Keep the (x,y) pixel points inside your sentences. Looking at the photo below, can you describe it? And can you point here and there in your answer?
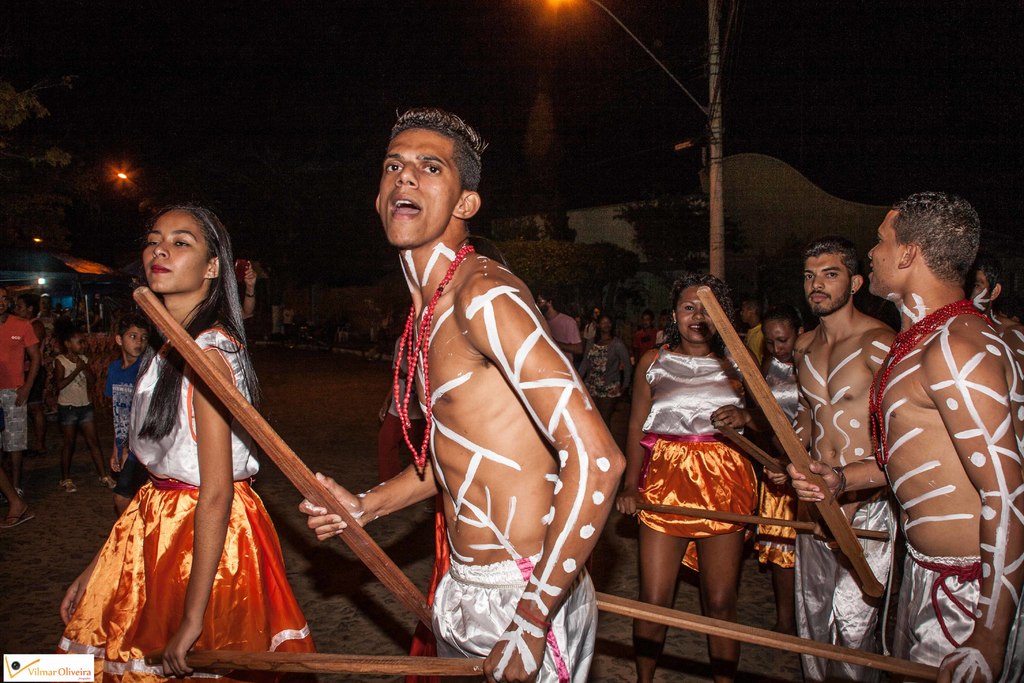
In this image In the foreground (547,334) I can see there are few men (965,361) and women (727,348), they are wearing a colorful dresses (777,367) and holding sticks (753,377) and at the top (352,103) I can see the sky (813,93) and in the middle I can see houses (745,236) and street light pole (711,26) and a light focus (554,21) visible, on the left side (18,393) I can see persons (28,319), lights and tents (50,262) and this picture is taken in night.
